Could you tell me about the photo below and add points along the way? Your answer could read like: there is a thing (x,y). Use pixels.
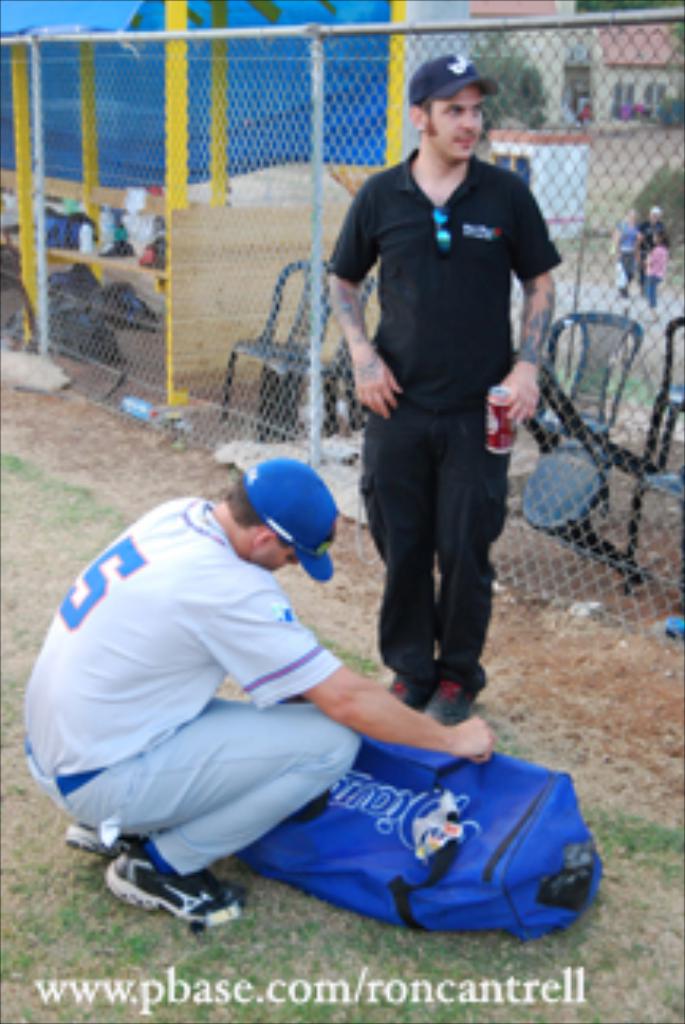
In the foreground of the picture (242,645) there is a person (292,731) holding a bag (534,787). In the center (412,447) there is a person (465,372) standing. In the background (527,82) there are chairs (541,387), fencing (165,258), tent (60,49), people (642,257), building (584,139), trees (652,195) and other objects (62,193). At the bottom (251,992) there is text (412,994).
